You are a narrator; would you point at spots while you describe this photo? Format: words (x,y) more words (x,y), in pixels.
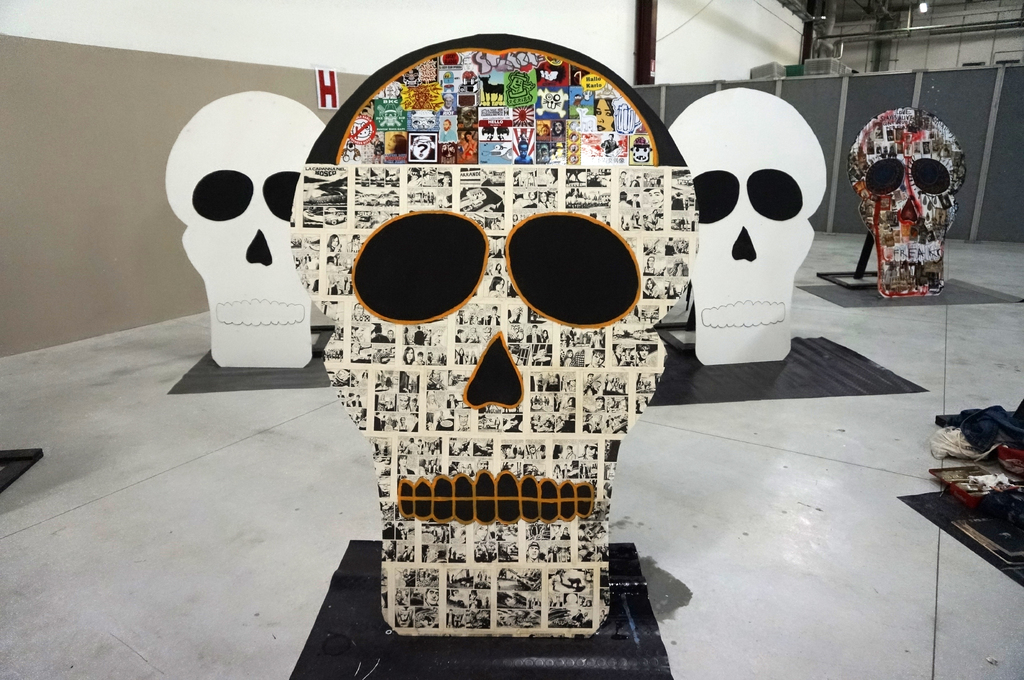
In this image, we can see some skull posters (476,331) and there is a floor (62,505), we can see a wall (404,33) in the background (466,31).
